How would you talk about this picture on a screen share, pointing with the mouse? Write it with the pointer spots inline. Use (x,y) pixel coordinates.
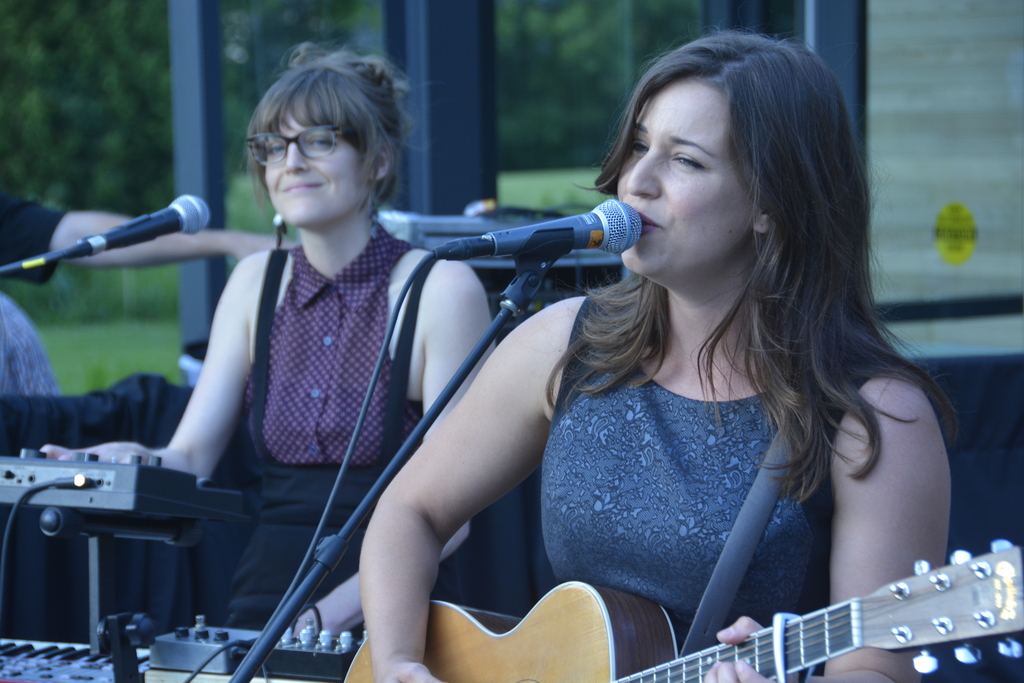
As we can see in the image there are trees (165,85), few people (210,253) sitting on chairs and the person (718,416) who is sitting here is holding guitar (645,610) and singing song on mic (583,229).
